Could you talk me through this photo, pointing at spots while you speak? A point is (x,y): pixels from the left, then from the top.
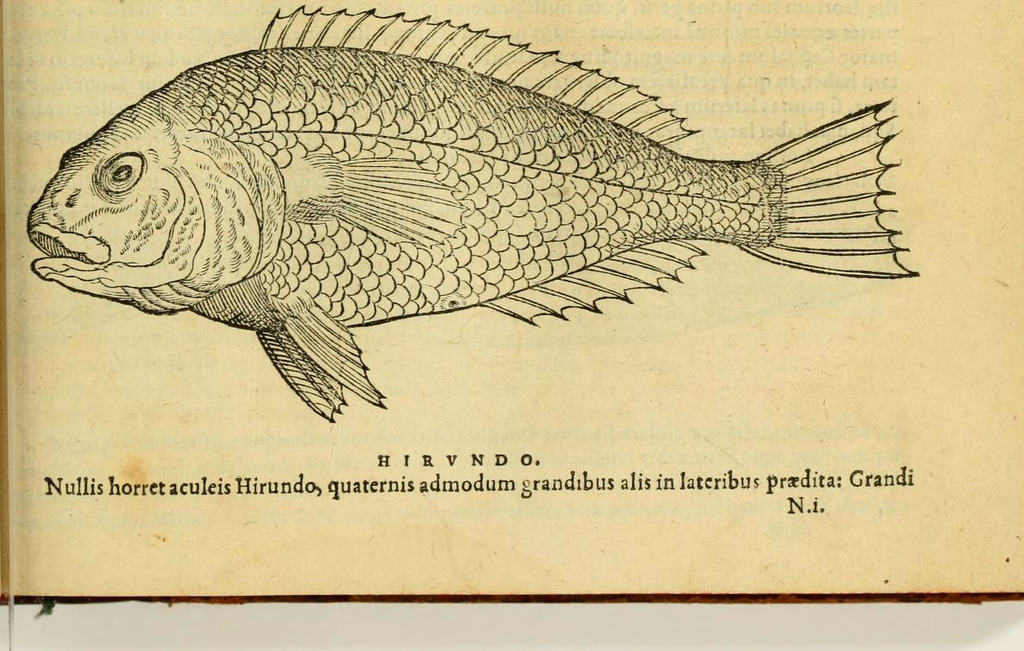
I can see this is an picture of fish (519,218) and at the bottom of the image (507,470) there is a text (757,482) written describing about the fish (549,227). And the background (971,264) is half white.
